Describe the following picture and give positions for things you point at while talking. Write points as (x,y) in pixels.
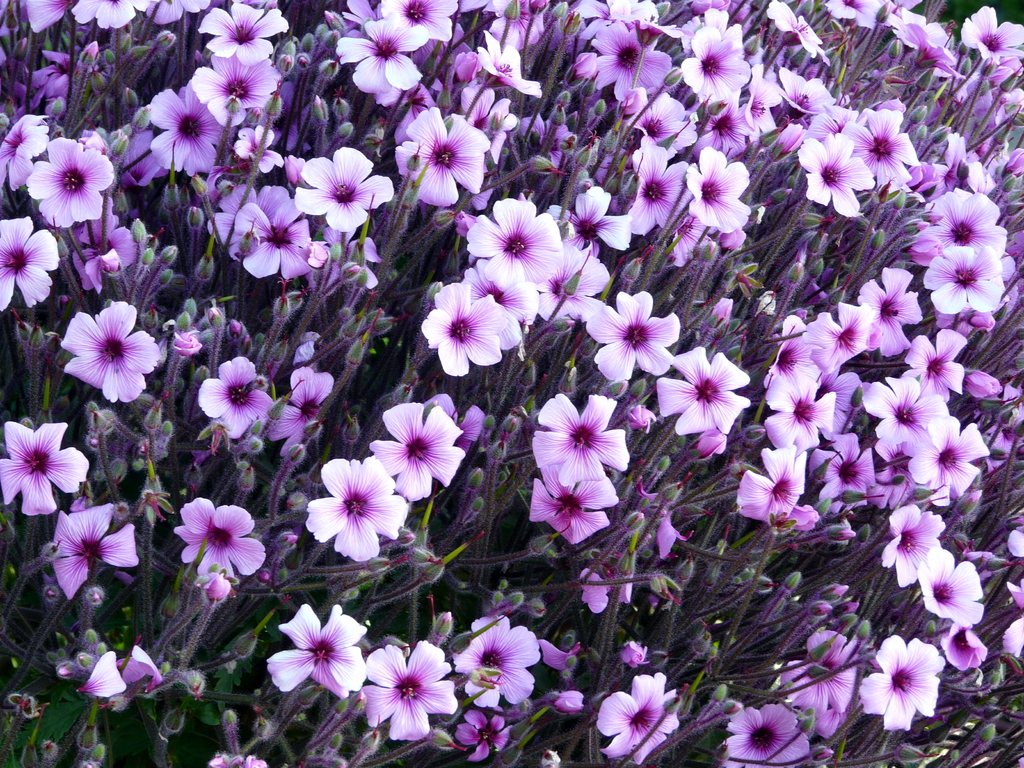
In this image we can see group of plants (810,504) with flowers (925,549) and buds (1023,115).
